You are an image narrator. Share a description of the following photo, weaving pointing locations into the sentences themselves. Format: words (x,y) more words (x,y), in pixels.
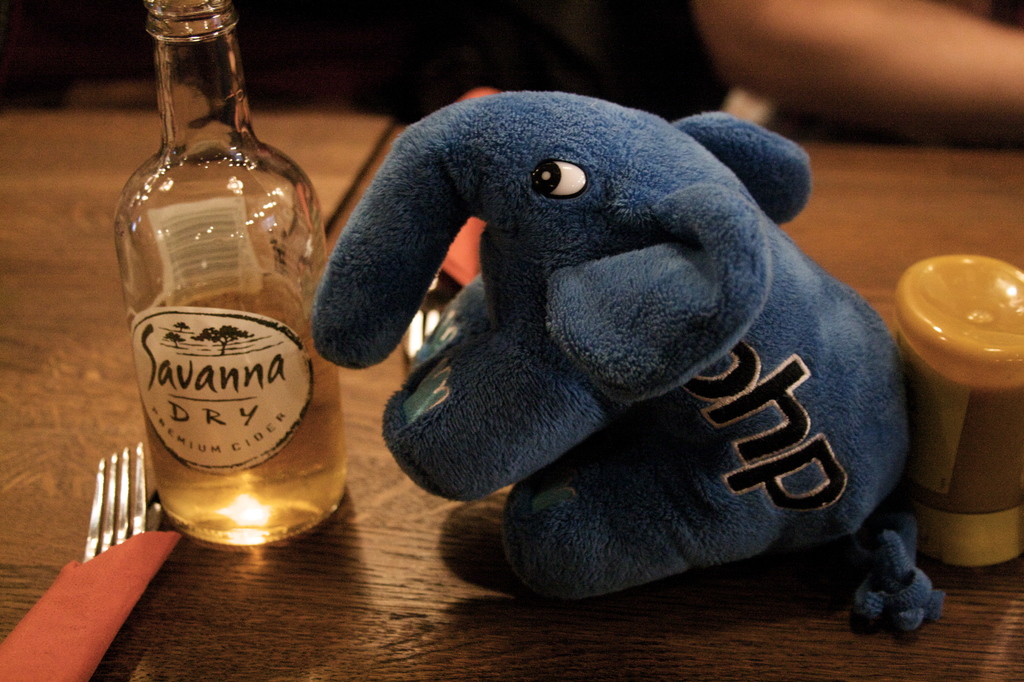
On the background (798,76) we can see a human's hand (881,60). We can see a bottle (250,120), elephant doll (545,268), a container (922,458), fork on the table (320,571).
